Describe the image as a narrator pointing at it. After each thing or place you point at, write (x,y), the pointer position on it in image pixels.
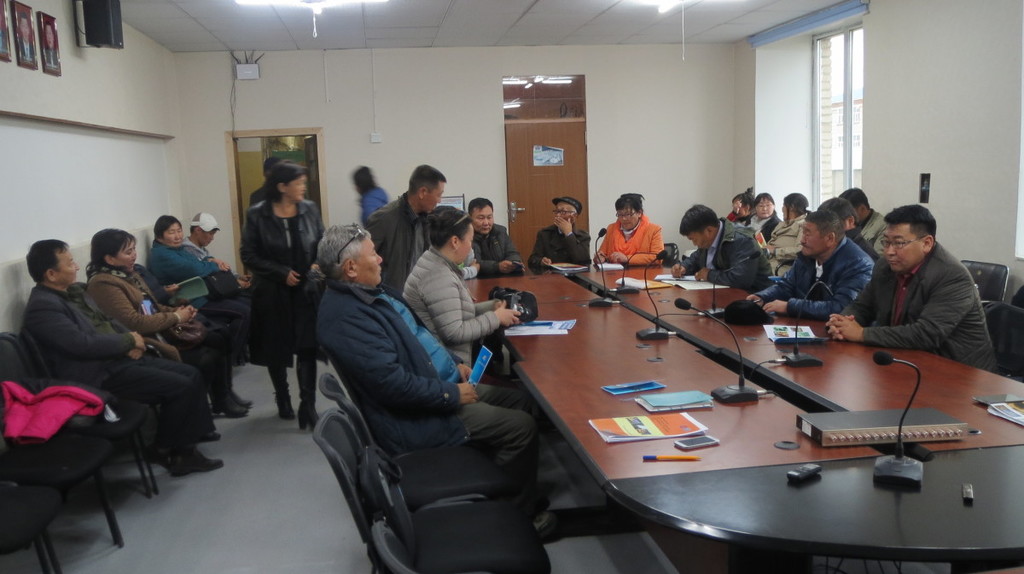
The image is inside the room (648,291). In the image there are group of people (438,435) sitting on chair (356,460) in front of a table (736,382), on table (714,341) we can see a pen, book (659,428), mobile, microphone (717,394), paper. There are few people (291,233) standing in the image on left side (282,195) we can also see few people (95,301) are sitting on chair (117,416) on left side (90,91) and there is also wall (51,105) and photo frames (48,71) attached to a wall (80,82), speakers (99,31). In background (568,185) there is a door (575,169) which is closed, on right side (835,93) there is a window (834,107) which is in white color.
